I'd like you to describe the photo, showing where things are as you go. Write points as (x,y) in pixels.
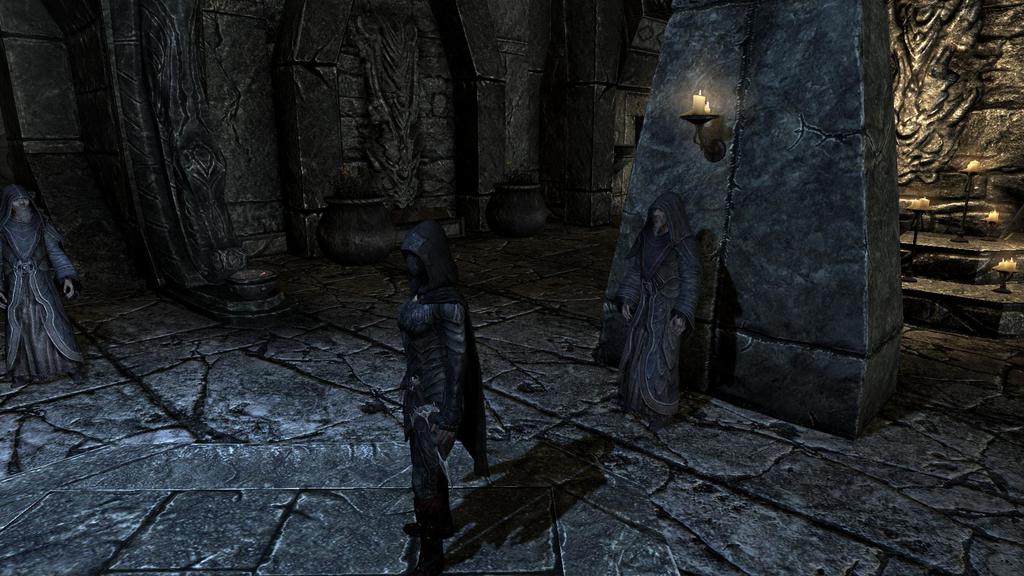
This image is an animation. In this image we can see people (6,245). In the background (299,124) there are walls (591,82) and we can see candles (1006,261) placed on the holders (699,131).
